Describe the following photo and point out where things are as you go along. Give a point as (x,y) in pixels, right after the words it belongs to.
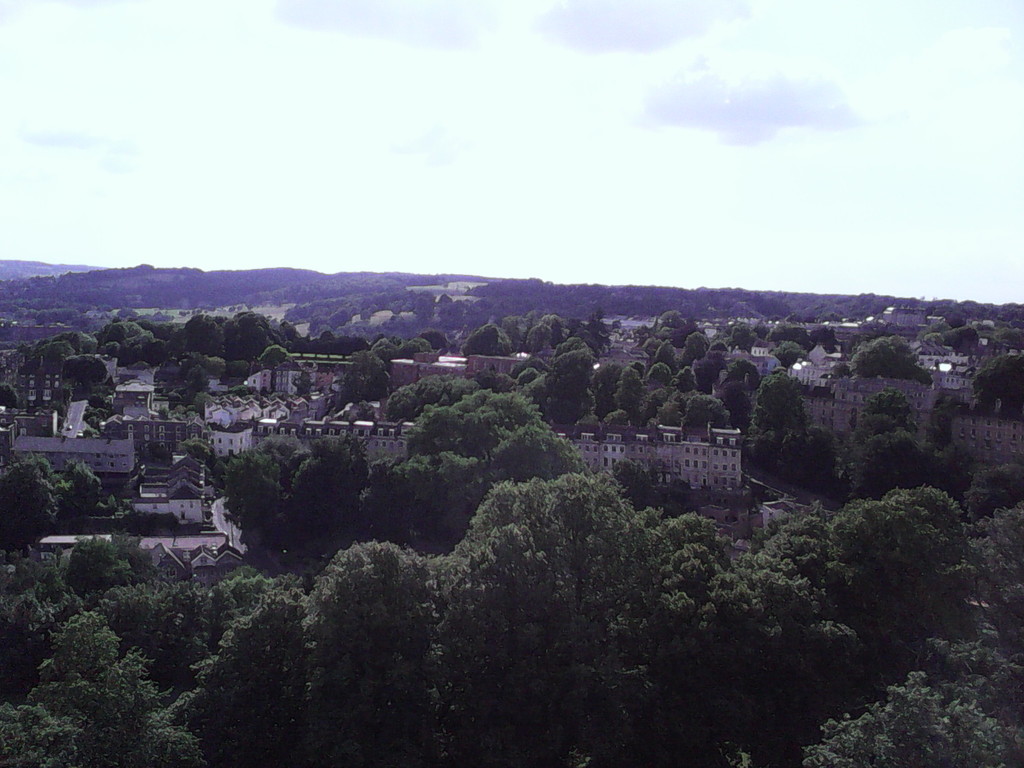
In this picture we can see few trees (350,392) and buildings (382,454), in the background (508,177) we can find clouds (581,30).
